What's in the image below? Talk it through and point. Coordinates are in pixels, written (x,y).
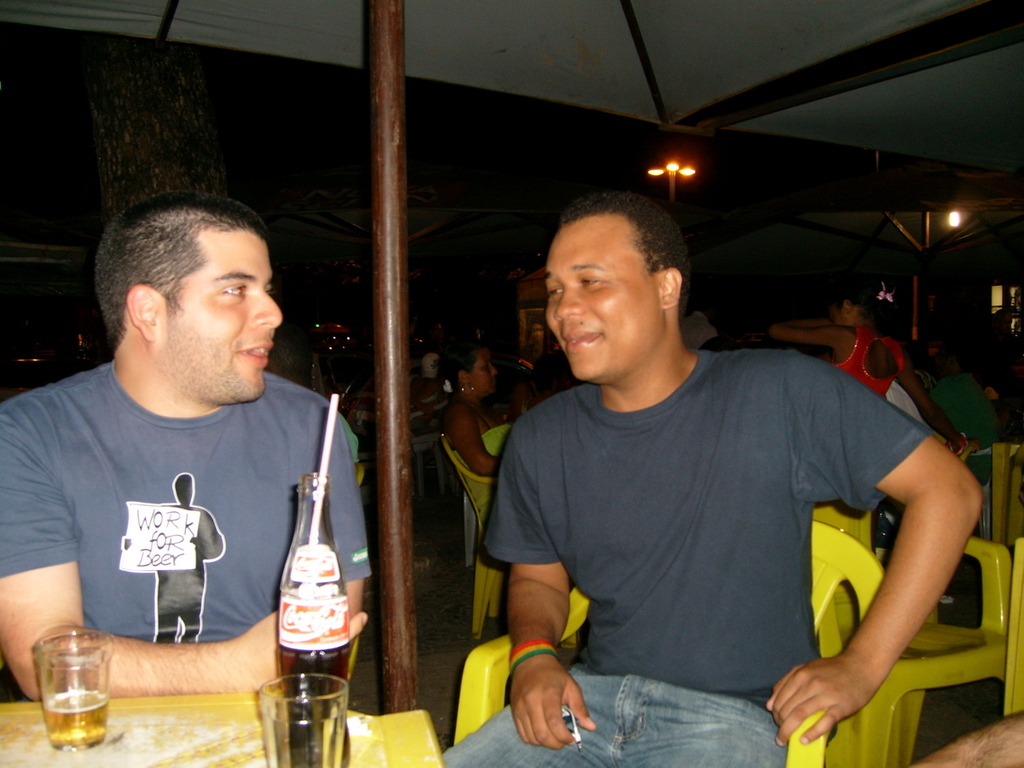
This image is taken outdoors. At the bottom of the image (146,716) there is a table (244,727) with two glasses (262,700) and a bottle (313,619) on it. On the left side of the image (204,472) a man (181,539) is sitting on the chair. In the middle of the image (623,385) a man (536,755) is sitting on the chair (492,669) and there are a few people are sitting on the chairs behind the man (670,385). At the top of the image (528,71) there is an umbrella (413,17) and there is an iron bar (388,510).
